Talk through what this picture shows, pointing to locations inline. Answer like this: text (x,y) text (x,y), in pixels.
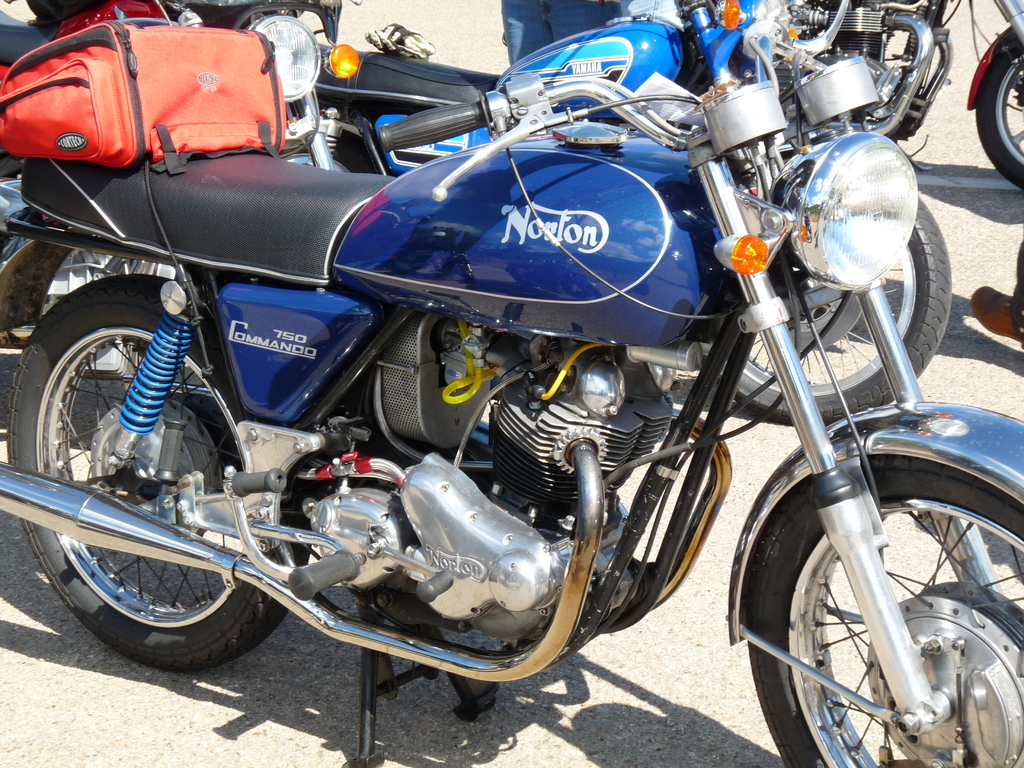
In this image we can see a blue color motorbike (453,440) with a bag (64,96) on it. In the background (84,11), we can see a few more motorbikes (325,158).
